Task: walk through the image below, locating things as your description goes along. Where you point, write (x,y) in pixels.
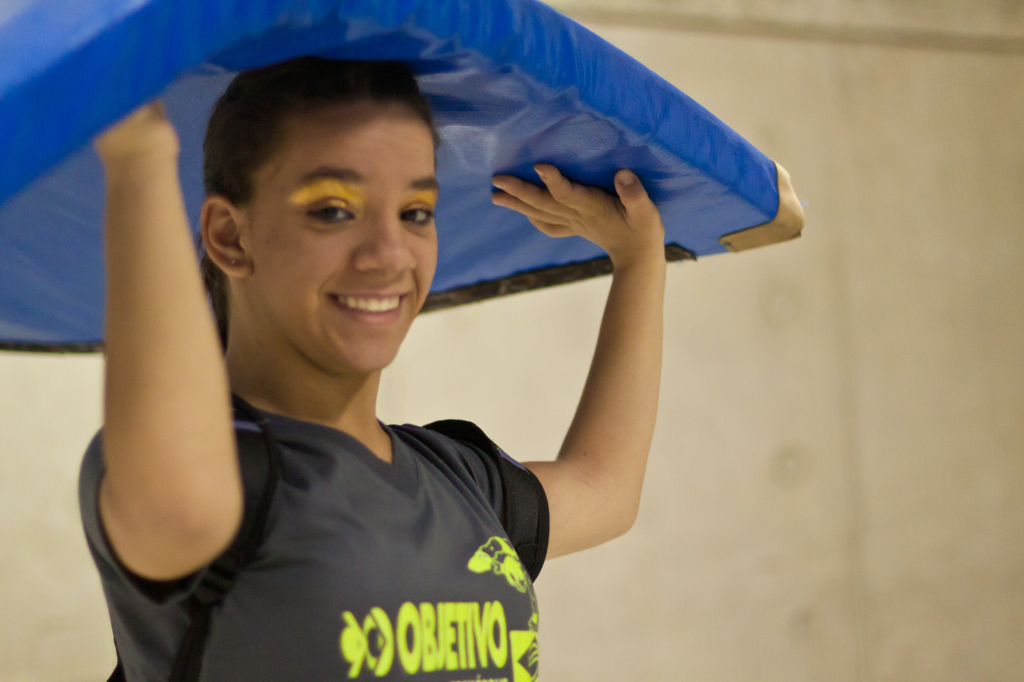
In the image a person (357,63) is standing and smiling and holding something. Behind her there is wall (817,45).
